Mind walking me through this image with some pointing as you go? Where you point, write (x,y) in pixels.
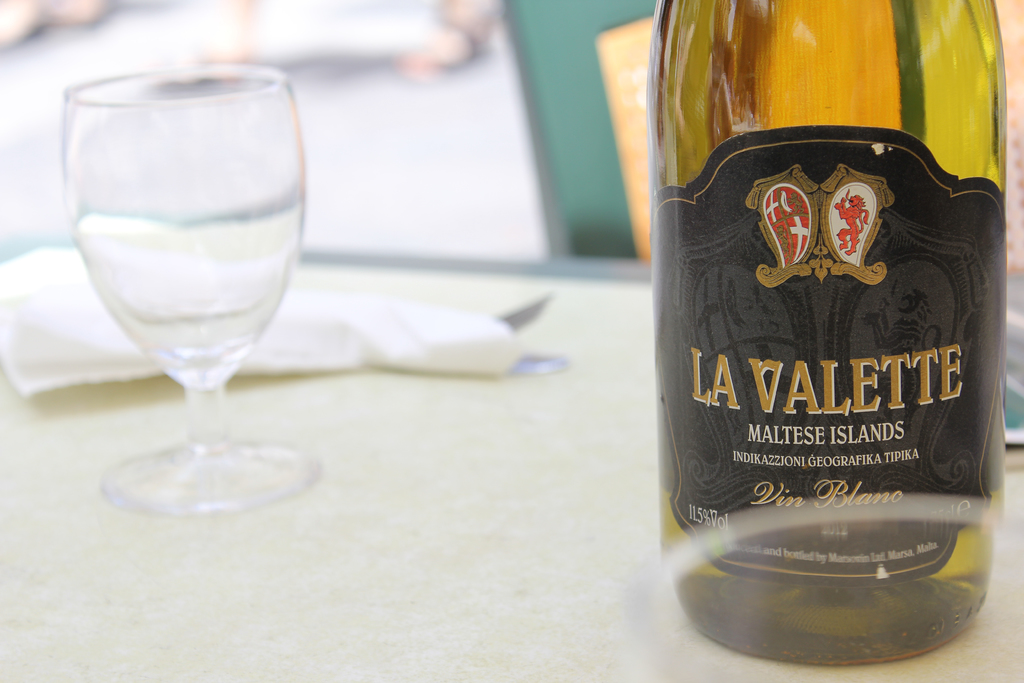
There is a glass (194,166) and bottle (682,234) on the table (474,513). On the bottle (761,368) there is a label (811,387).
